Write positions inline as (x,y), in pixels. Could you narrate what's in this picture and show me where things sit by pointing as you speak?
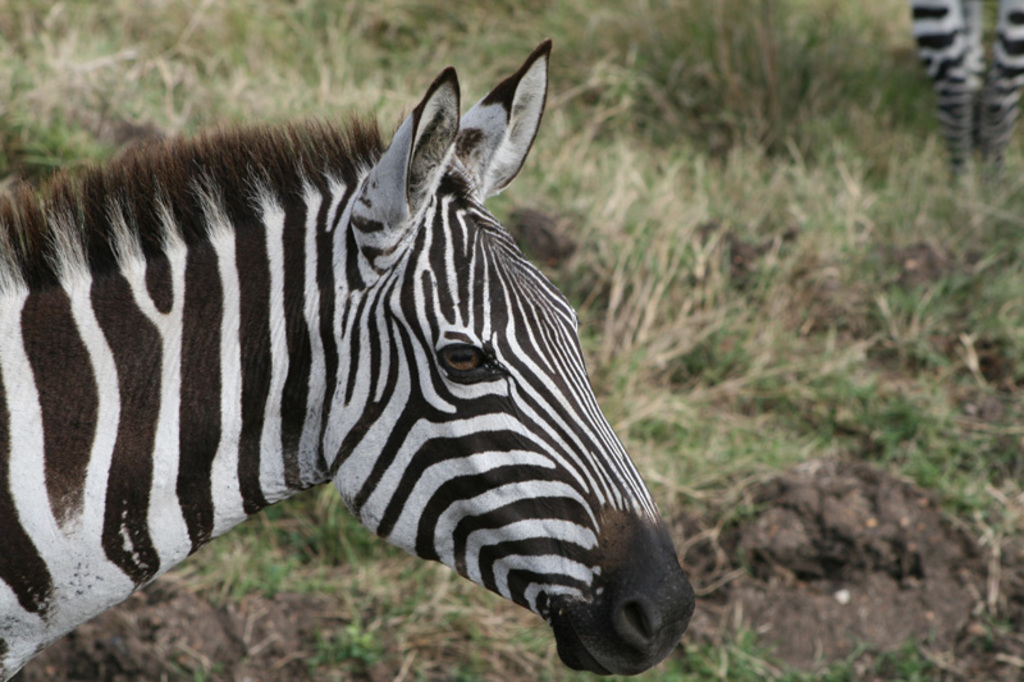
In the image there is a zebra (370,390) and only the head (472,511) of the zebra (63,326) is visible in the image, in the background (696,133) there is a grass (737,160) and another zebra (945,119) is standing on the grass (874,123).
